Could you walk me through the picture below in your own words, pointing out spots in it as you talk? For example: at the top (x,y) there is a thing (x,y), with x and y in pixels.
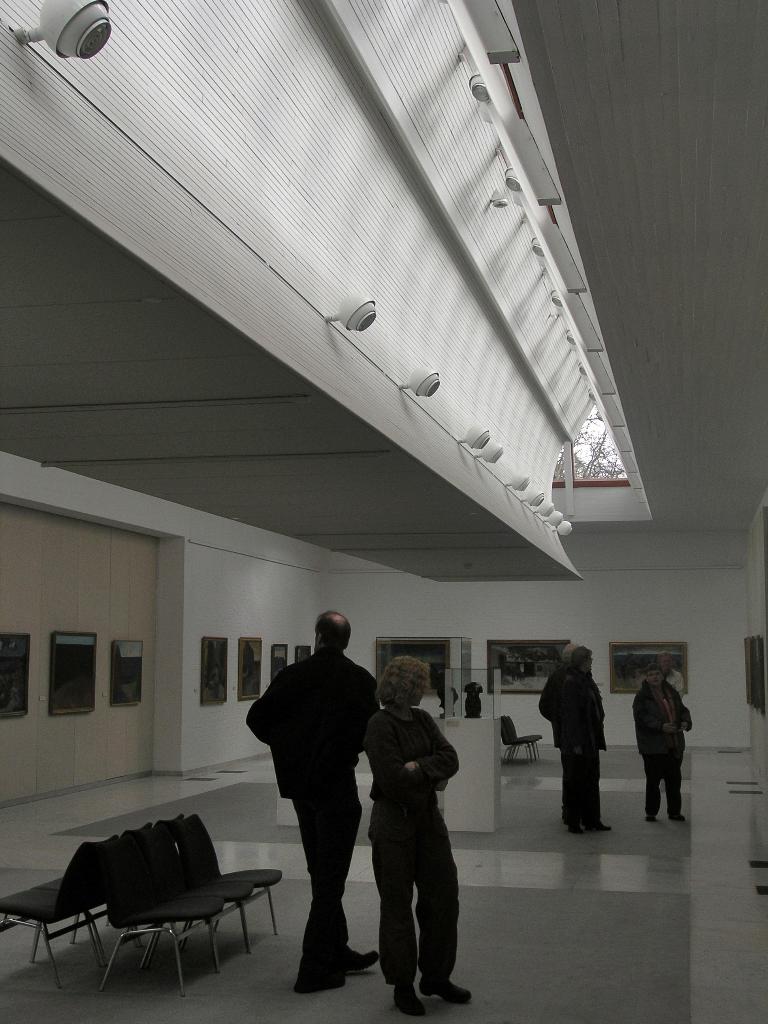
In this image we can see people (324,920) and there are chairs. There are frames (27,711) placed on the walls (599,671). At the top (95,1) there are lights (481,444).
